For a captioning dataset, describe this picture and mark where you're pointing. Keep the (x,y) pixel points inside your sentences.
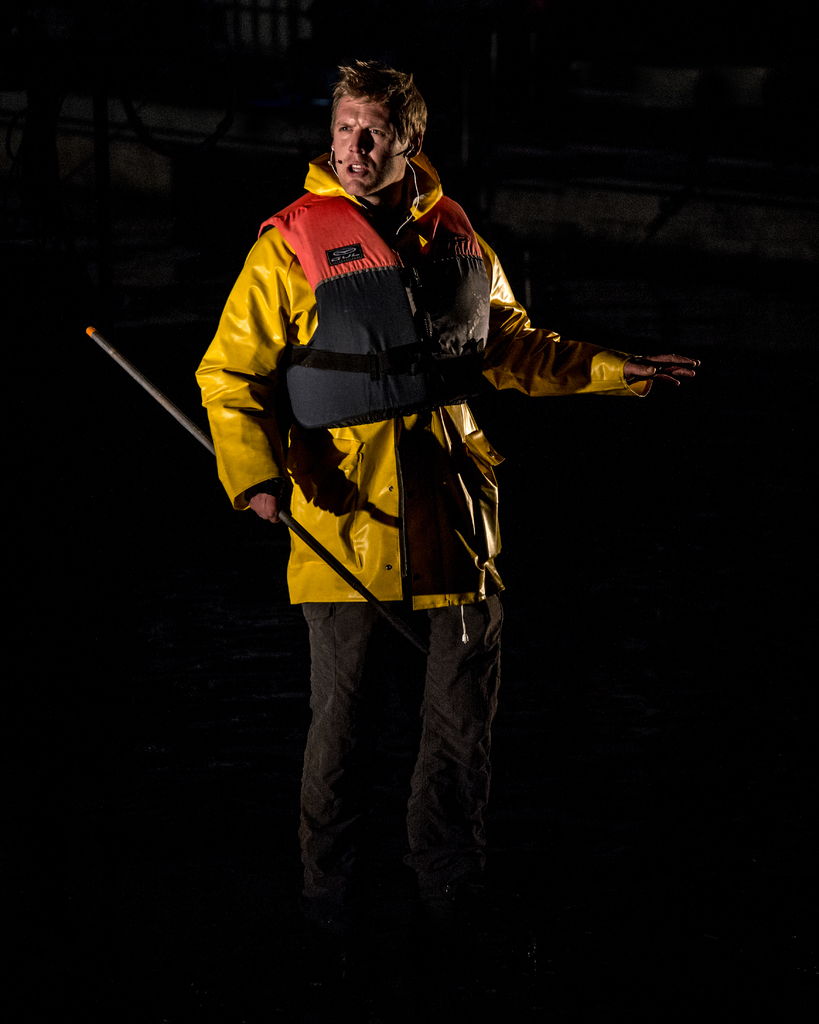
In this picture, there is a man (348,485) wearing a yellow jacket (359,531) and black trousers (350,653) and he is holding a rod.
